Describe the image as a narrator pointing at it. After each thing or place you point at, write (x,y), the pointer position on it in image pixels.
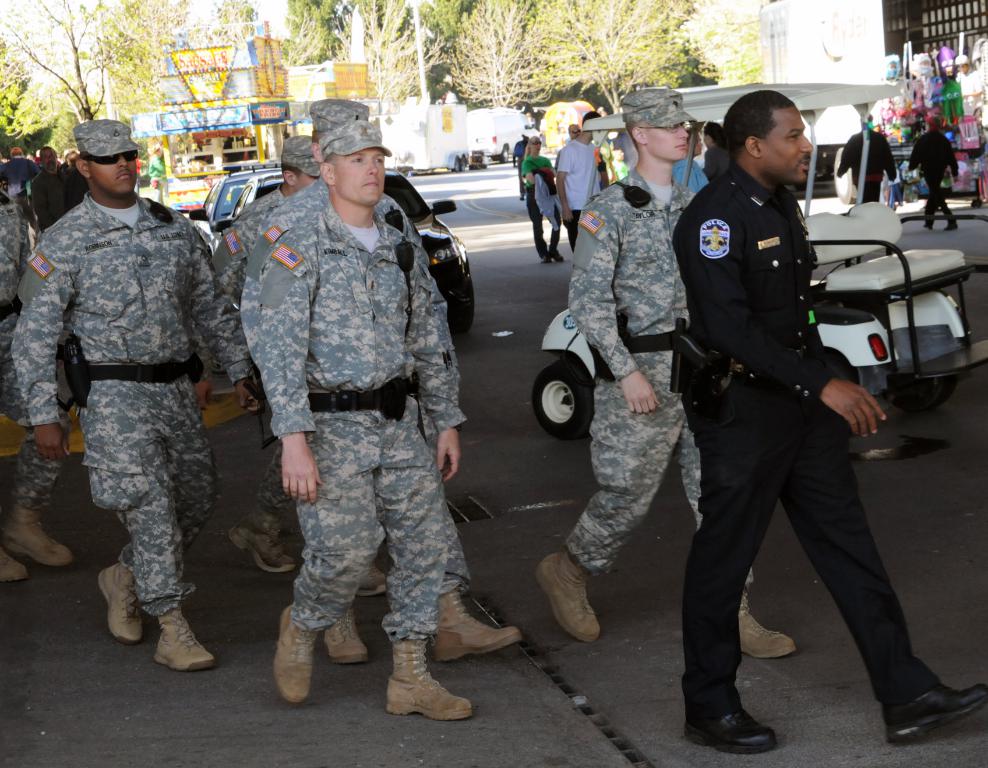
In this image there are people (370,357) and we can see some of them are wearing uniforms (683,420). There are vehicles (554,381) on the road (524,401). In the background (544,105) there are buildings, trees (625,66), stalls (221,88) and sky (51,67).
